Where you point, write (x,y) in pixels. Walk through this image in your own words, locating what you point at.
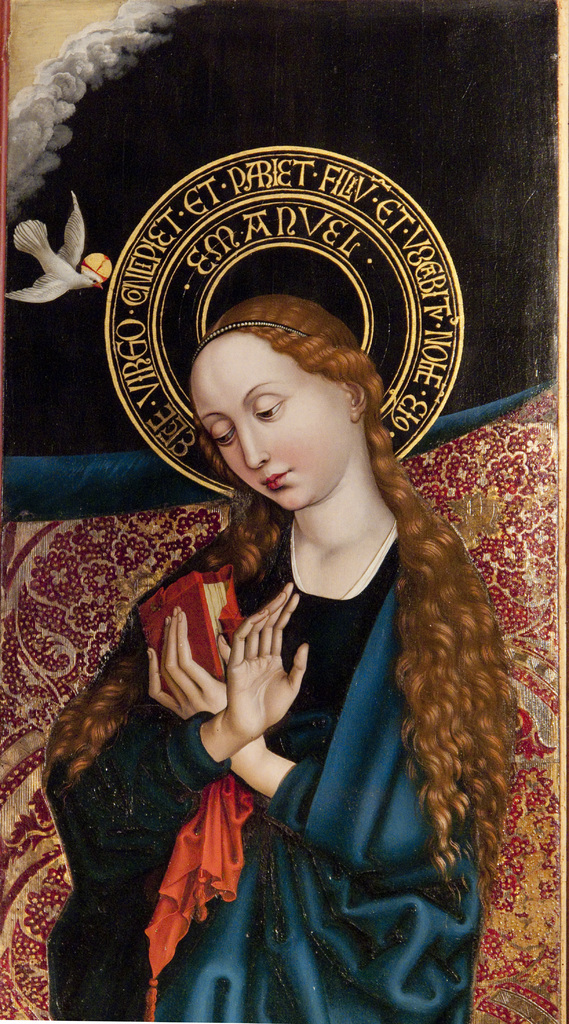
This image is a painting. In this we can see a lady (254,494), book (227,617) and a bird (50,258).
